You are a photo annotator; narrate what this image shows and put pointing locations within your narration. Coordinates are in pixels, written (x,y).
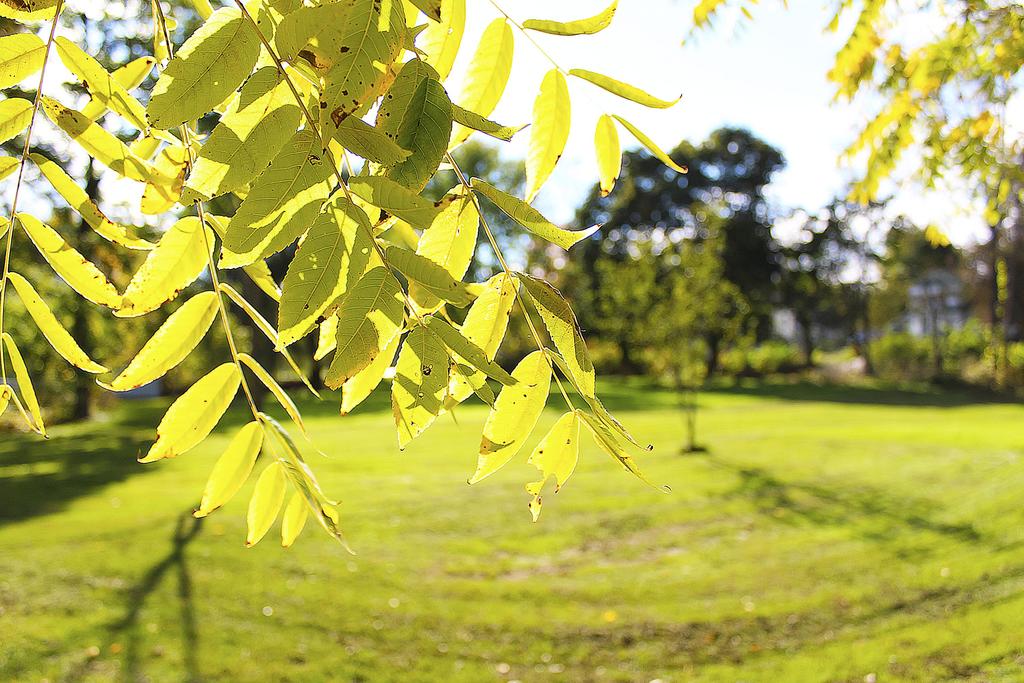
At the bottom of the image (419,550) there is the surface (574,556) of the grass (505,587). At the center of the image (581,295) there are trees (787,292). At the top of the image (340,149) we can see there are leaves (259,159) of a tree (281,307).
